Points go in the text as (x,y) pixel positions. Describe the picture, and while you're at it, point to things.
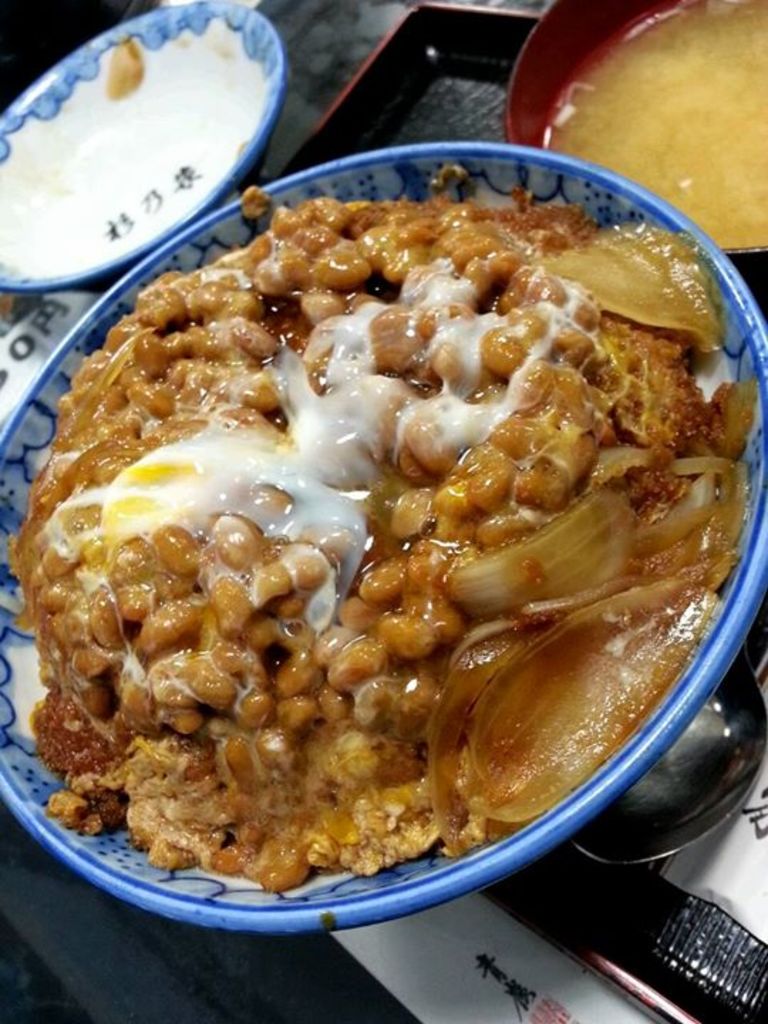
In this image we can see the bowl (462,541) filled with food items (480,286). And we can see the spoon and other bowls (566,18).
